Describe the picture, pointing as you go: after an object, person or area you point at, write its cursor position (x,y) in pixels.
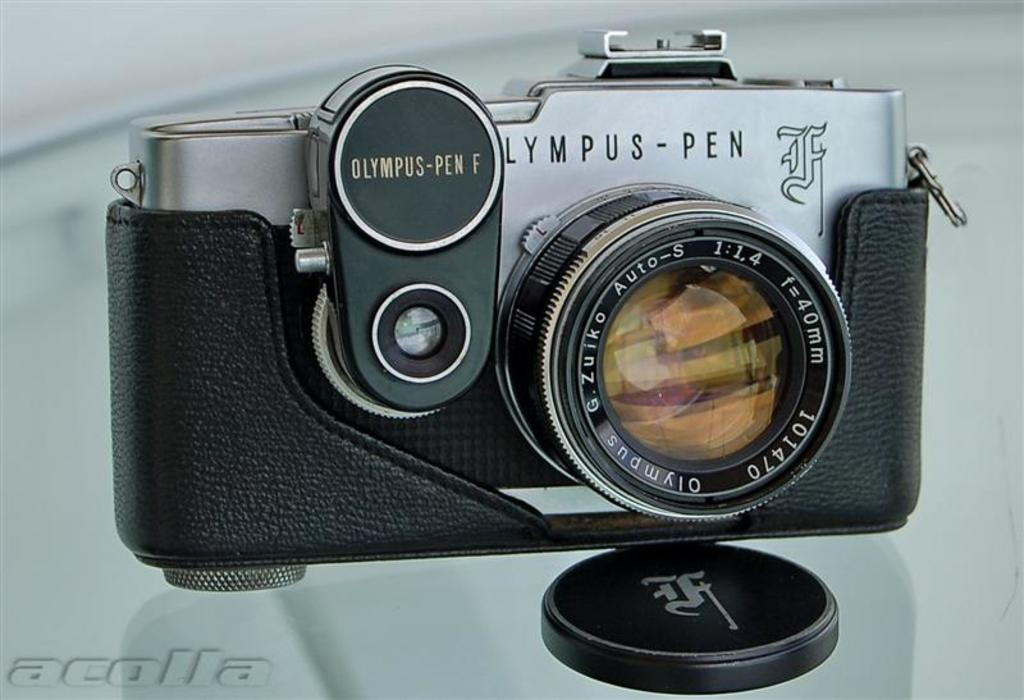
In the image we can see a camera (648,369), camera lenses (667,350) and text (455,161) on it. On the bottom left (115,656) we can see the watermark (77,658).
